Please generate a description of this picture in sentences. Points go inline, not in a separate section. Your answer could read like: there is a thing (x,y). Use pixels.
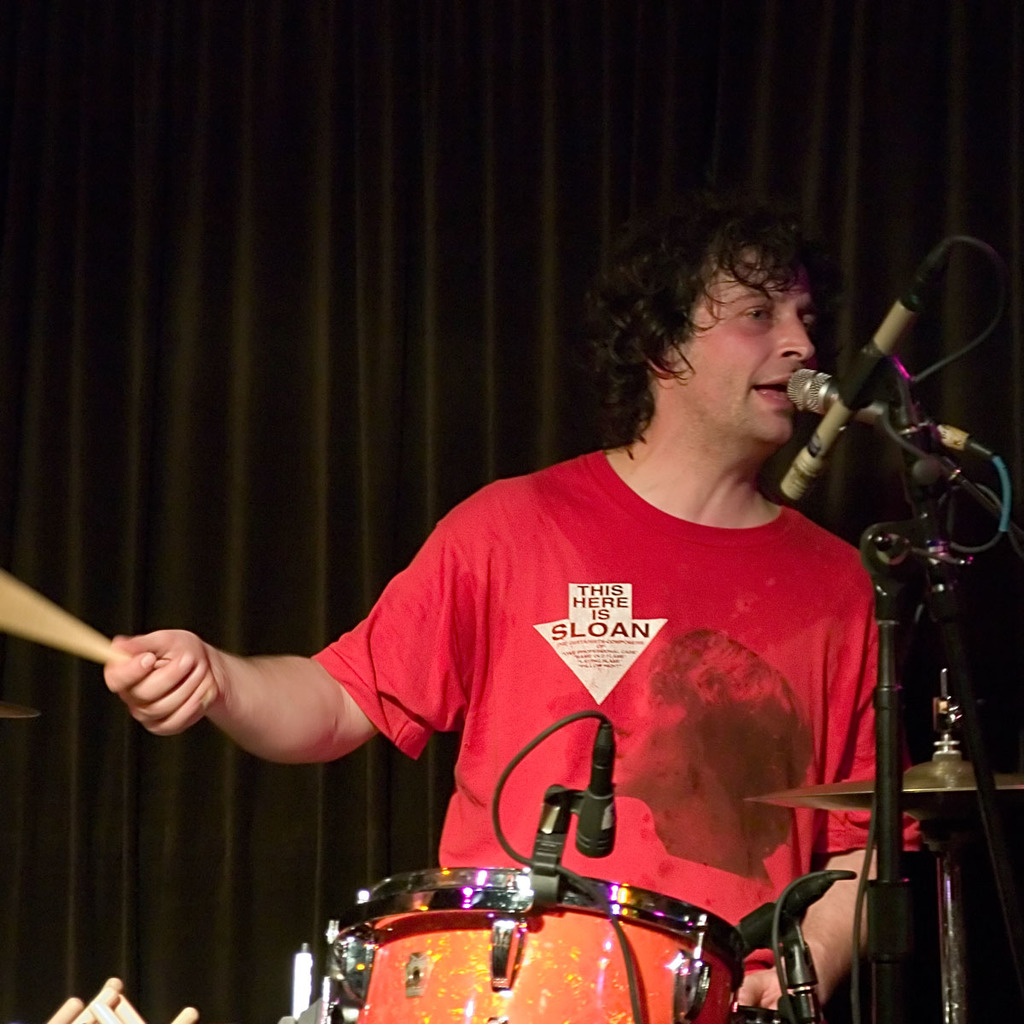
In this picture I can see a person (635,393) singing in front of mic (798,490) and playing musical instruments (432,894).
